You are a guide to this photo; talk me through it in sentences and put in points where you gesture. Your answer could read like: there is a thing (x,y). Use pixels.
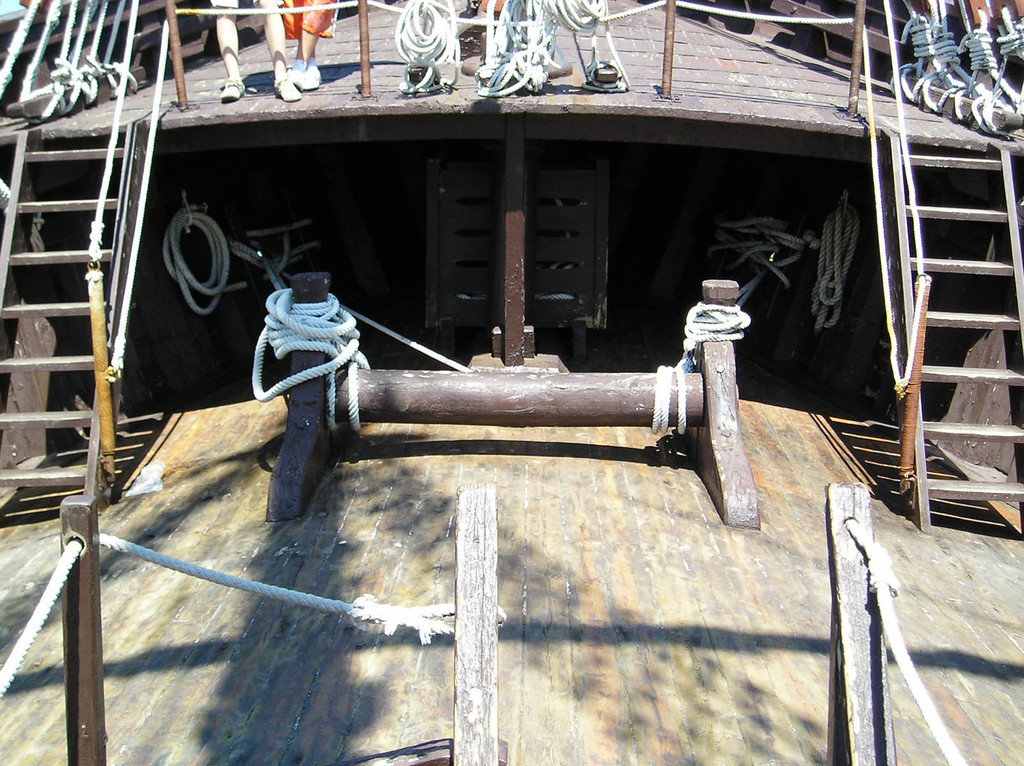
In this image in the foreground (780,557) there is a ship (600,674), in that ship (244,219) we could see some ropes (509,66), poles (342,391), ladder (59,419) and some people (301,67) are walking. And in the center (470,279) there is a wooden box (562,281), at the bottom (470,655) there are some wooden sticks (482,602) and a rope (169,567). On the right side (969,96) there are some hangings (948,75) and stairs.
